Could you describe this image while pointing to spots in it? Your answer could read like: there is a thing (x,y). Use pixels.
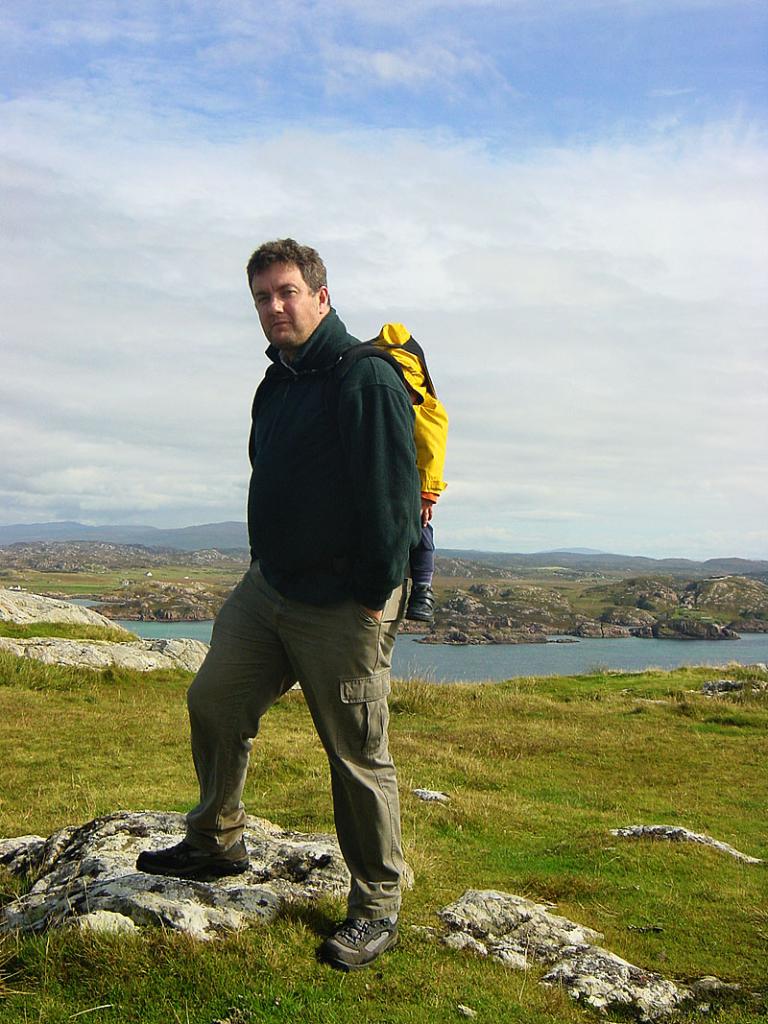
In this image I can see the person (377,631) standing and the person (368,608) is wearing black and brown color dress (294,501). Background I can see the grass (477,712) and hills (650,593) in green color and I can also see the water (550,664) and the sky (501,98) is in blue and white color.
